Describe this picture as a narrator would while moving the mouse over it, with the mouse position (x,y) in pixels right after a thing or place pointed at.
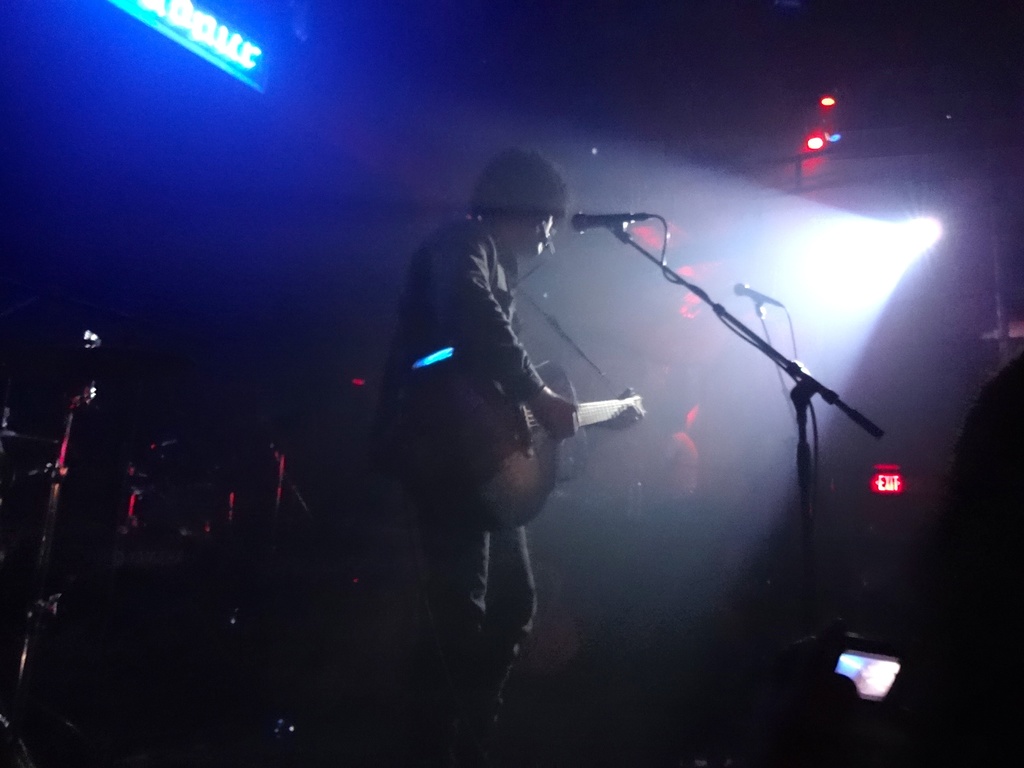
In this image I can see a person (476,530) is holding a guitar (529,415) in the hand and standing in front of a microphone (609,225). In the background (778,241) I can see stage lights (822,247). This image is little bit dark.
